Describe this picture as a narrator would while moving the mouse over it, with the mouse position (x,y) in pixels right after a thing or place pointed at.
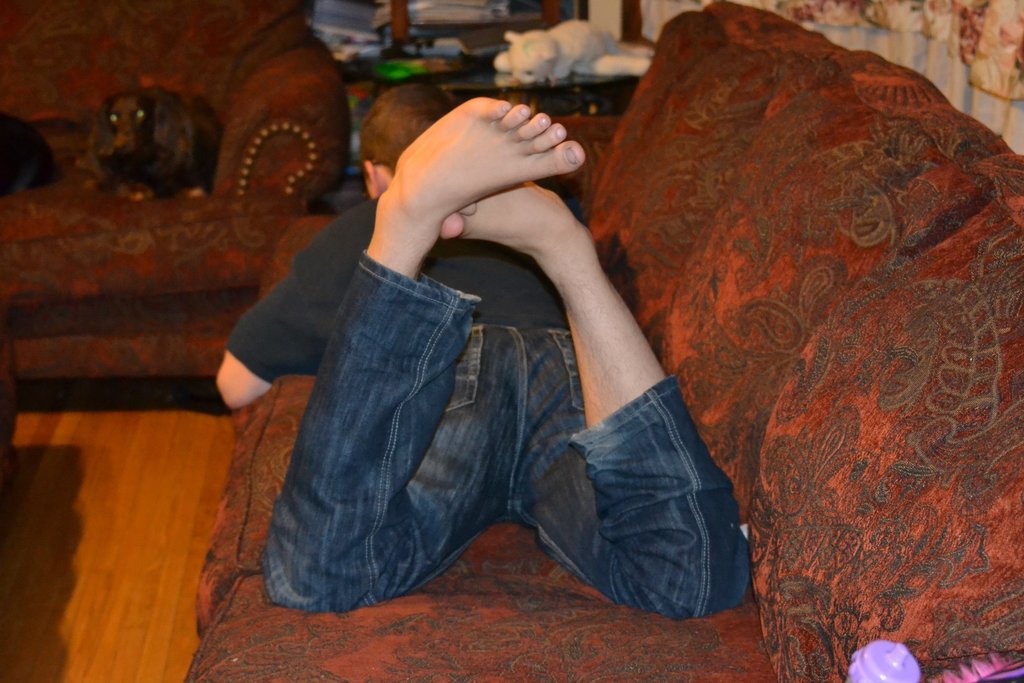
In this image I can see a person (379,378) laying on the couch (816,336). The couch (785,315) is in maroon color, the person (552,252) is wearing black shirt (460,283) and blue pant (399,359). Background (461,74) I can see few toys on the table (608,84).
